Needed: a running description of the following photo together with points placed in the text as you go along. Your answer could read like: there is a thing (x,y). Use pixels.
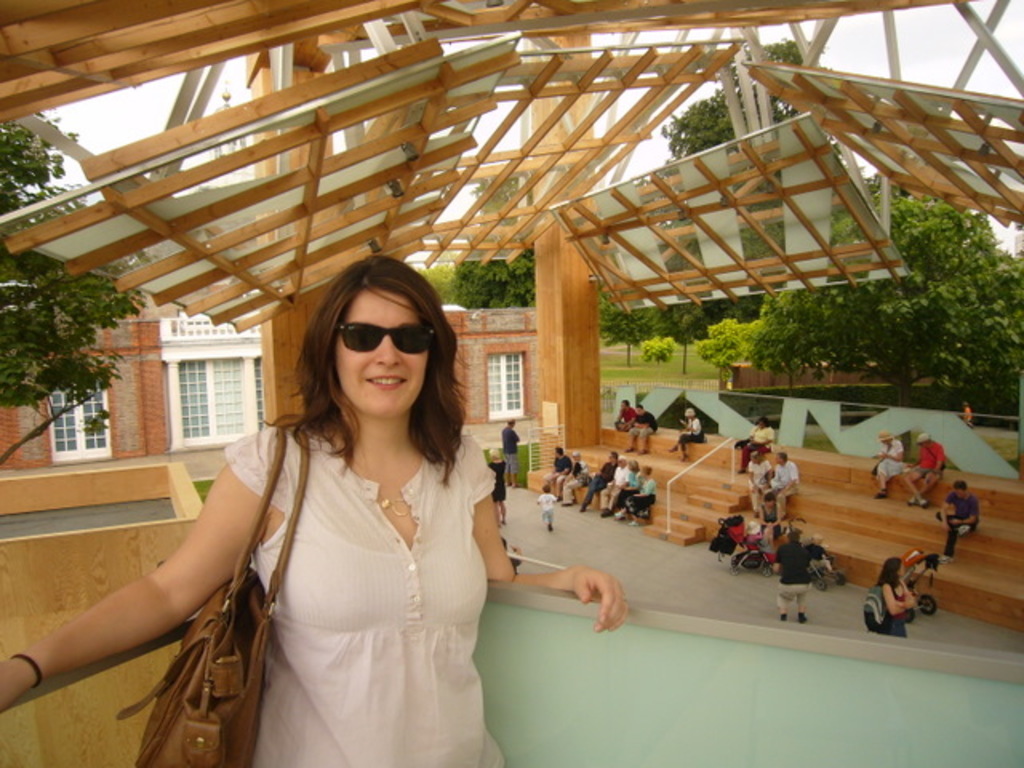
As we can see in the image there are few people (439,536), stairs (843,548), buildings (535,349), windows (500,356) and trees (726,116). There is grass (640,366) and at the top (697,101) there is sky (773,29).
